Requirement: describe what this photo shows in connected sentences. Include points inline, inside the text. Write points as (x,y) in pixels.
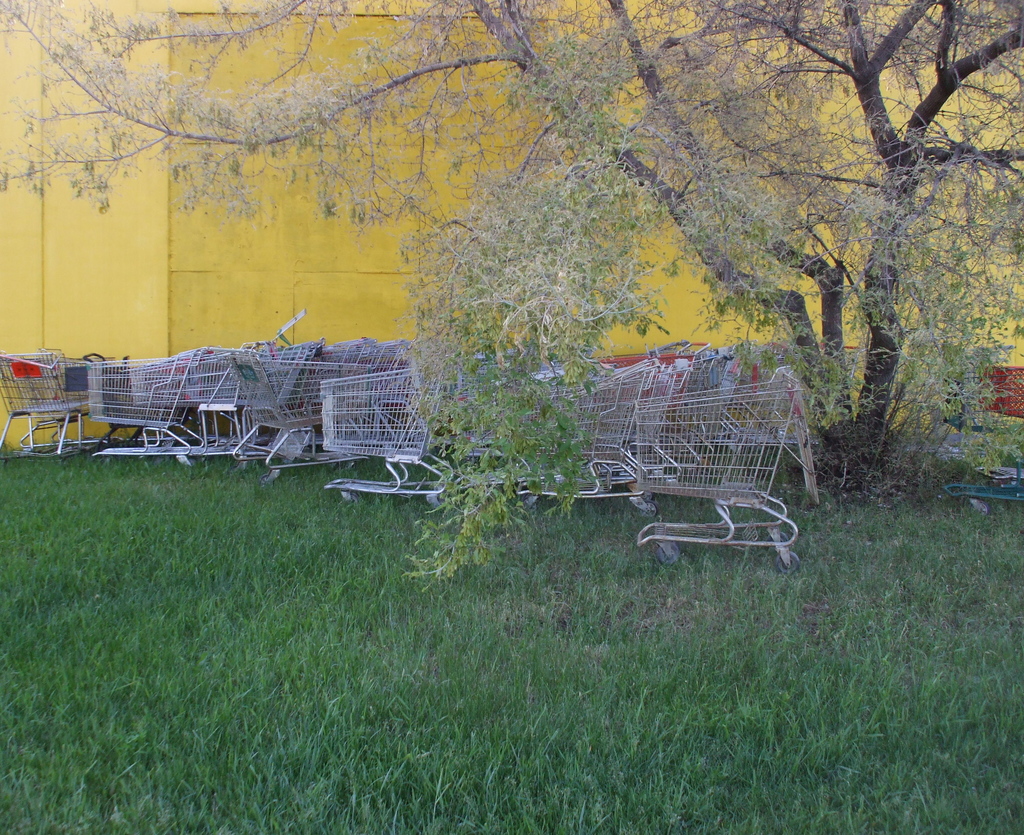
In this picture we can see silver shopping trolleys (690,423) is the ground (873,666). In the front (446,667) bottom side there is a grass lawn (407,634). Behind there is a tree (132,143) and yellow wall (203,287).
